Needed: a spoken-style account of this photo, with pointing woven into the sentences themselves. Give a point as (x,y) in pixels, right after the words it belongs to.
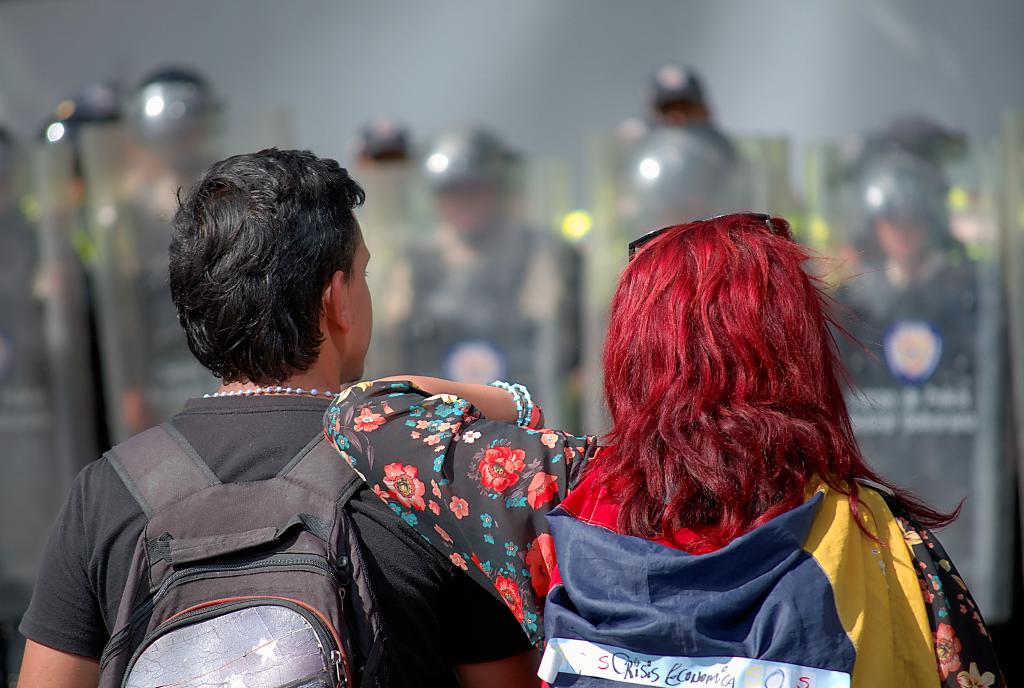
In this picture we can see group of people (662,357), on the left side of the image (317,382) we can see a man (289,438), he is carrying a bag (279,509), in the background (387,165) we can find few people (427,169) holding riot shields (517,283).
